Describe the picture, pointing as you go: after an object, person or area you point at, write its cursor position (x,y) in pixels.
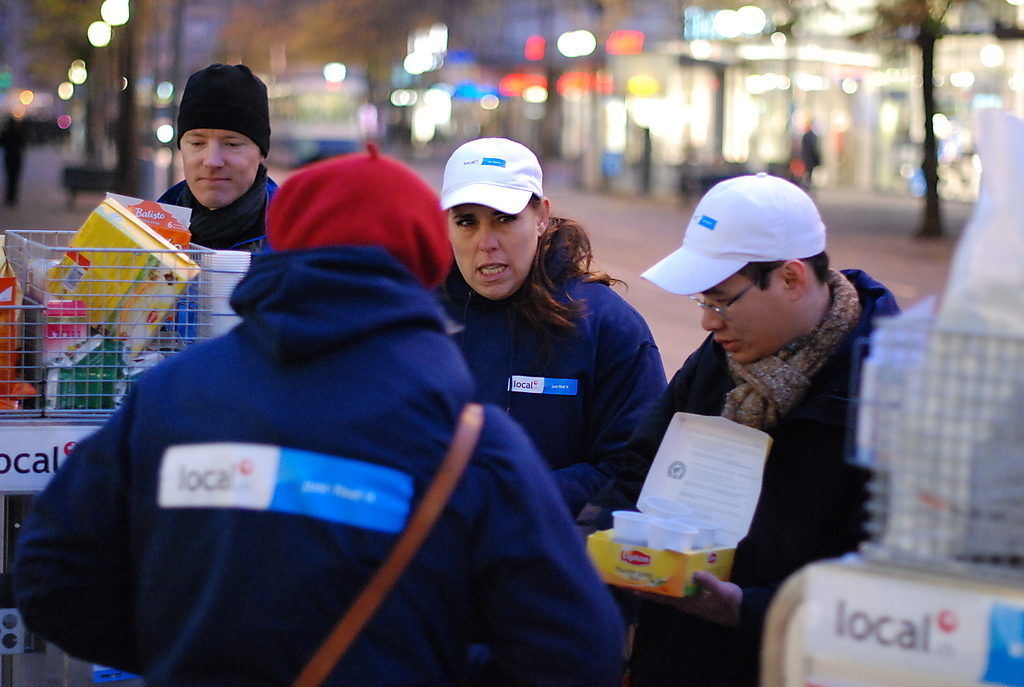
In the image there are few person (348,457) in navy blue jackets (536,489) standing in the middle (356,409) with basket (129,319) on the left side (46,381) with groceries (137,291) in it, in the back (977,85) there are buildings (600,116) and on the right side (744,151) with lights (729,116) and on the left side (159,90) there are street lights (159,90).
